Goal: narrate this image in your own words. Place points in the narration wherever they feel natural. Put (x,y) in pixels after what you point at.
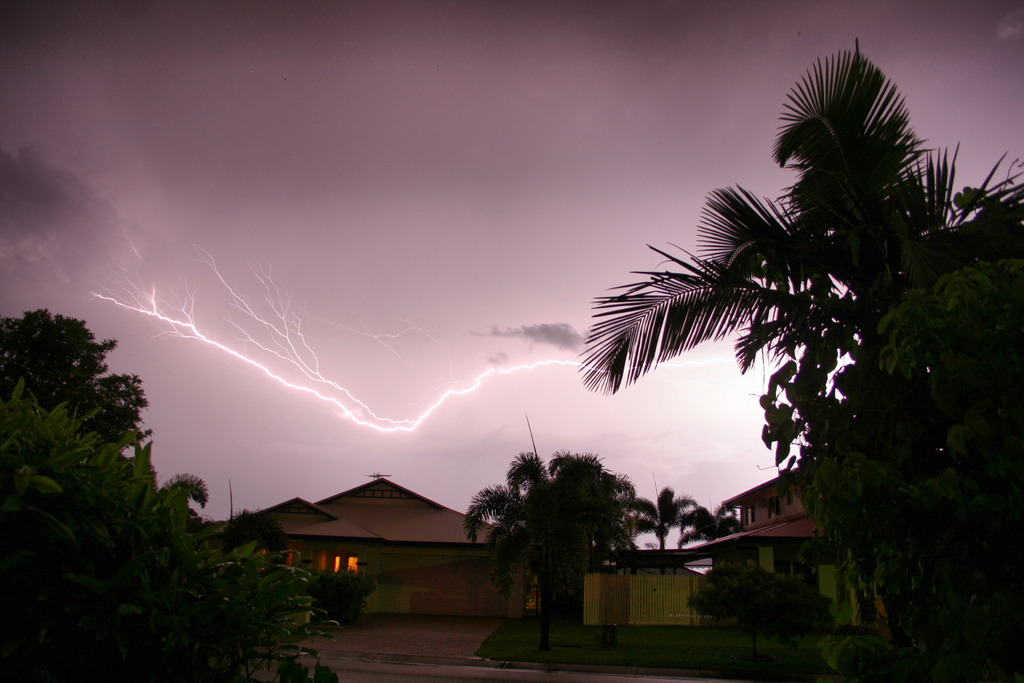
In the foreground of this image (250,571), there are trees (932,561) and the houses (428,552). At the top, there is thunder (421,419) in the sky (476,164).
